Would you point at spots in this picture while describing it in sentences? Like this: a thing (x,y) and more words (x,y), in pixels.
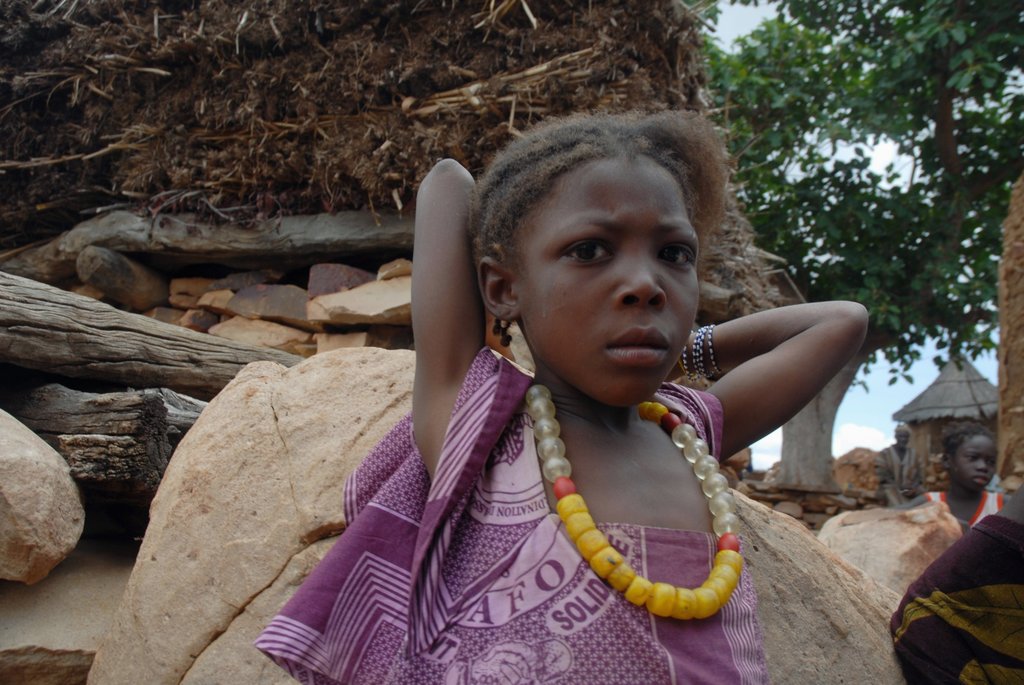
In this picture we can see a girl (753,322). There is a child (987,476), person (883,459), rocks (163,584), wooden objects (103,288), grass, tree (979,349) and a hut (905,410) in the background (972,64).
